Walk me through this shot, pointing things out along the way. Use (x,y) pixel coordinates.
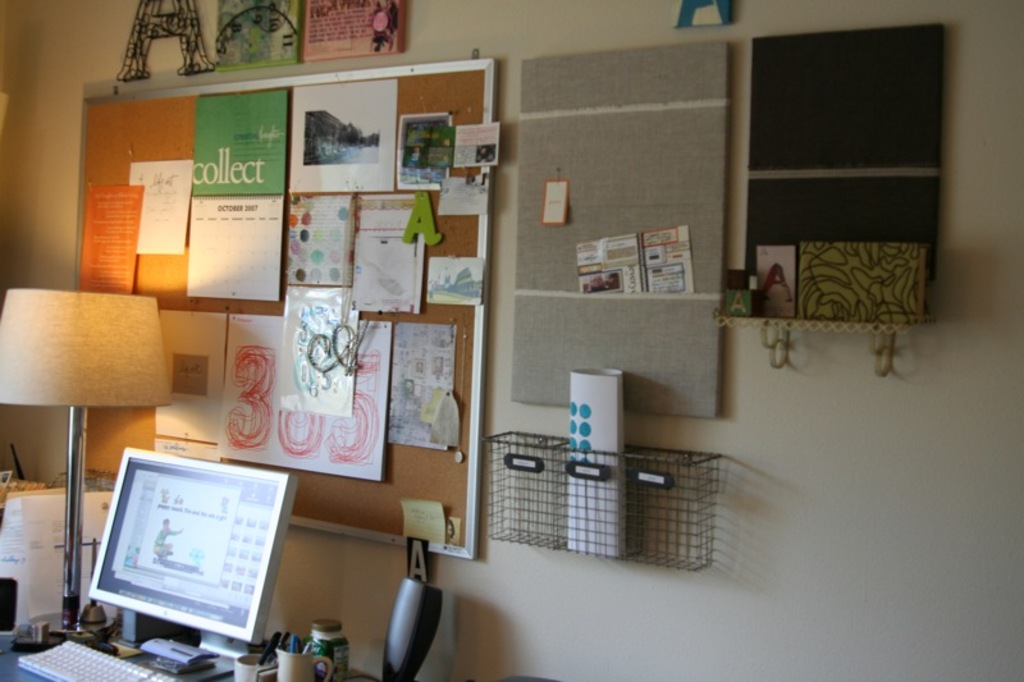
In this image we can see a monitor (207,609), keyboard (63,663), mugs (239,669), bottle (333,660), lamp (72,638), boards (780,228), posters (355,17), frames (350,4), mesh container (557,453), papers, and objects (176,643). In the background (50,91) there is a wall (804,402).
